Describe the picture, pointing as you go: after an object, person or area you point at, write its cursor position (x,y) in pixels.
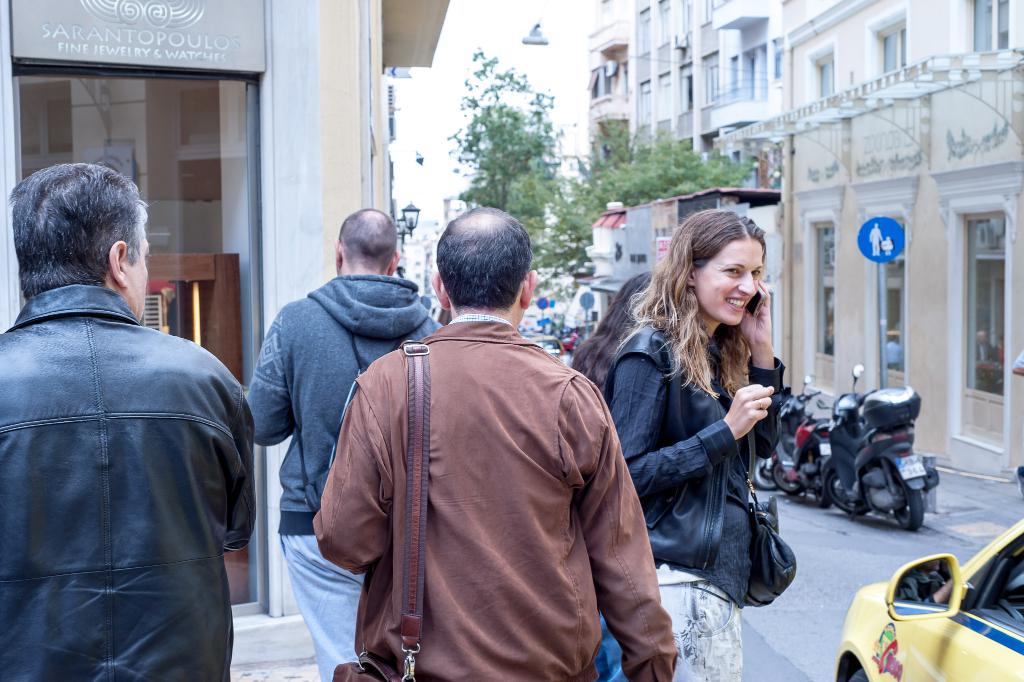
The picture is taken on the streets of a city (962,412). In the foreground of the picture (254,493) there are people (402,372). On the right (941,607) there is a taxi (914,611). On the right (870,425), there are buildings (855,7), motorbikes (844,444), windows (893,328), sign board (875,246). In the center of the background (538,181) there are lights (406,220), trees (537,166), sign boards (586,296) and buildings (618,233). On the left (314,162) there is a glass door (185,213) and buildings (367,163).
